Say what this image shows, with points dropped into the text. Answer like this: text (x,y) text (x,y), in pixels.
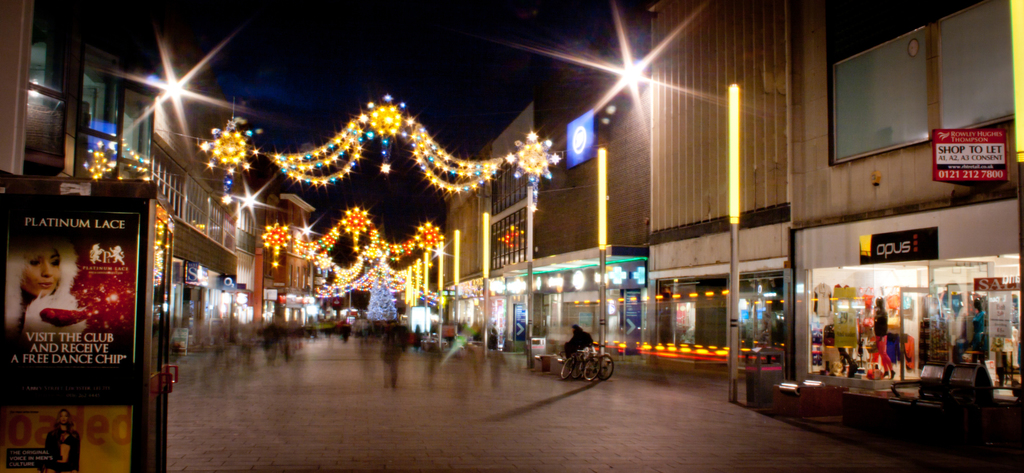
In this picture I can see 2 pictures (52,337) on a thing (141,265) which is on the left side of this image (109,264) and I see something is written on these pictures (57,377) and I see 2 pictures (42,336) of women (70,423). I can see number of buildings (225,302) on both the sides and I see the path (288,359) in the center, on which there are number of people (279,346) who are blurred and I can see the lights (347,166). In the background (337,69) I see that it is dark.
